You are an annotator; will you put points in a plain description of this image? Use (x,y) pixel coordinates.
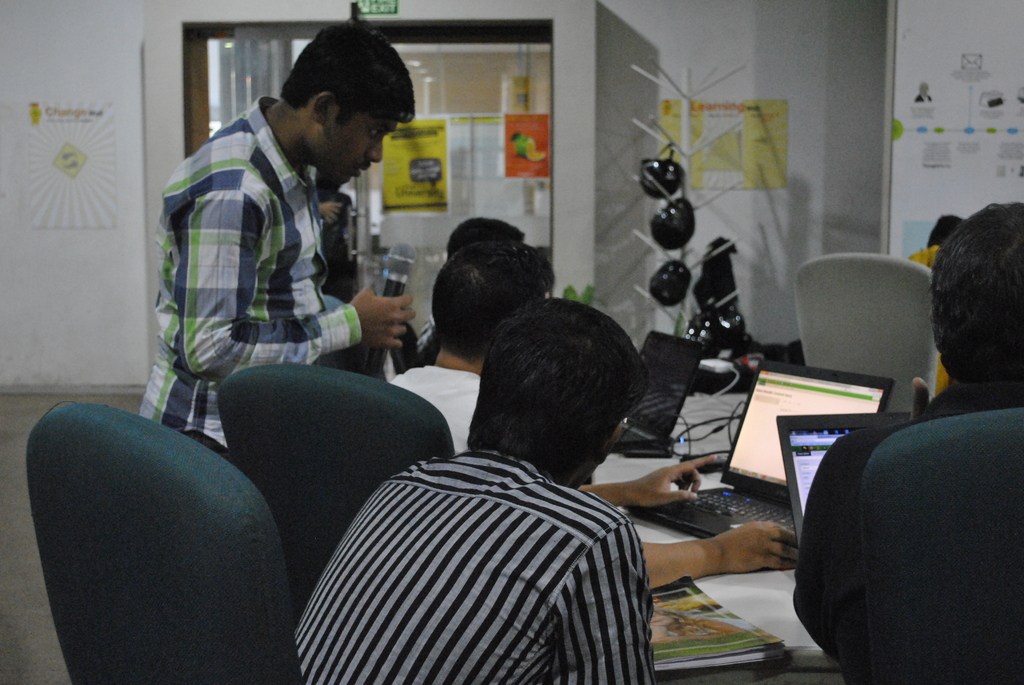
In this picture we can see a few people (576,489) sitting on the chair (101,468). There is a person (268,298) standing and holding a mic (370,347) in his hand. We can see a few laptops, book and wires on the table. There are black objects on a stand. We can see an EXIT sign board (370,5) and a few other boards (109,108) on the wall (95,244) in the background (982,168).
